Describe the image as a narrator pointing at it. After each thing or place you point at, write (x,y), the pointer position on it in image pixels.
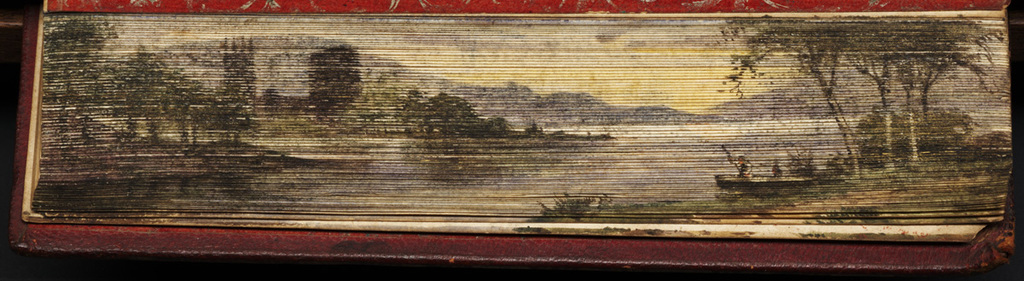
In this image we can see a painting (588,133). In painting (605,208) we can see few hills (453,89), a lake (706,155), many trees (824,70) and two people (744,169) are sailing in a boat (730,186) etc. in the image.
